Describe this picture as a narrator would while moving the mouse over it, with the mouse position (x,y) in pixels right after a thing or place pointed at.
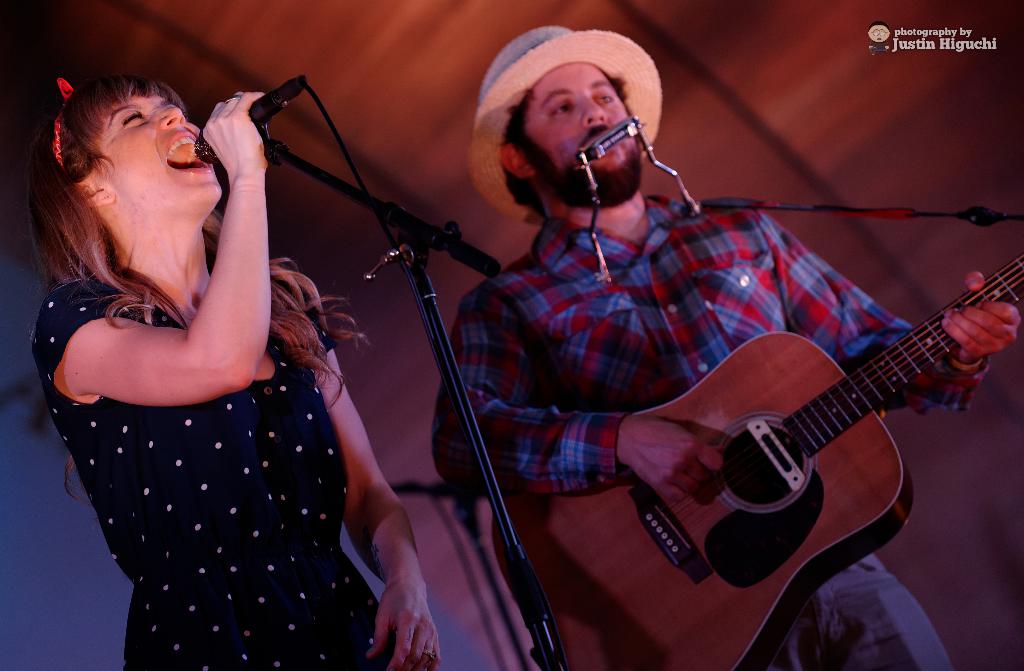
The two persons (654,292) are standing on a stage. They are performing music.
